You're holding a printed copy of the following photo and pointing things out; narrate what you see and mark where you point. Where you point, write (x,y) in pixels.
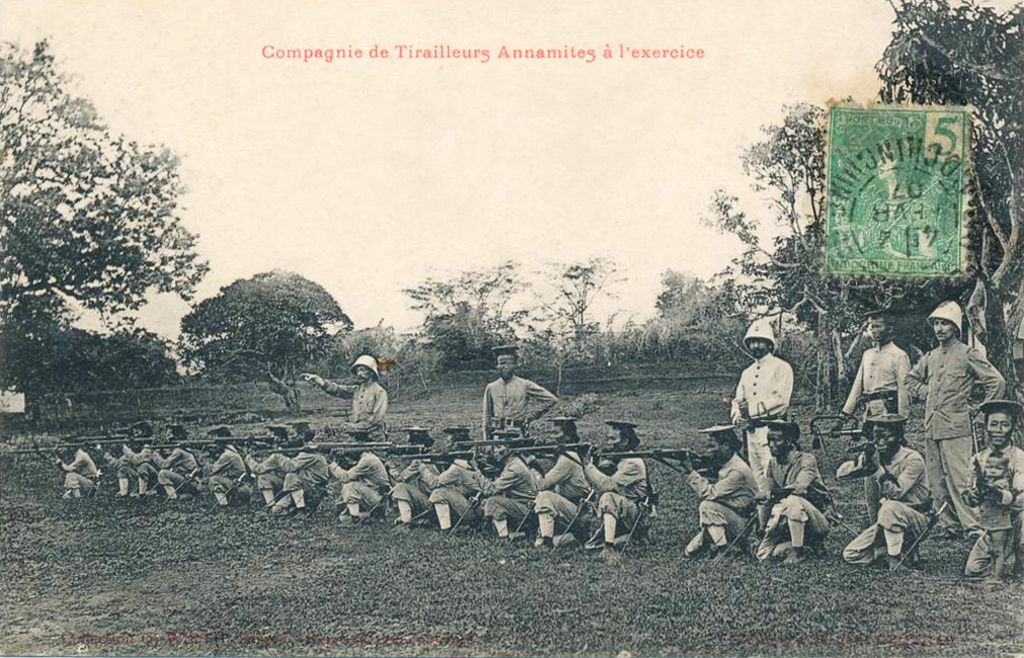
In this image there is a poster (338,284), on that poster (224,459) there are few people (366,478) laying on their knees (143,475), holding guns (982,476) in their hands (283,456) and few (894,402) are standing in the background (735,329) there are trees (801,320) and there is a stamp (840,199), at the top (394,46) there is some text (478,60).
